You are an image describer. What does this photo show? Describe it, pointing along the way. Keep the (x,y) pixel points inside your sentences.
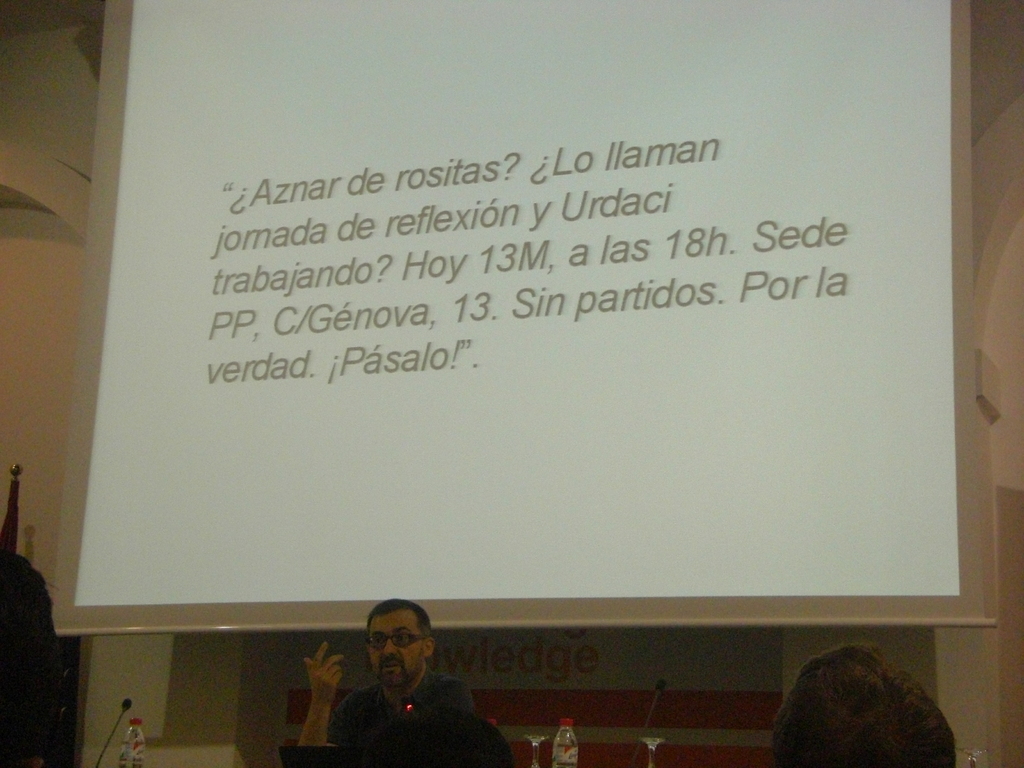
In the picture we can see a man (400,621) sitting on the chair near the desk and on the desk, we can see a laptop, water bottle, microphones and man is talking and in front of the man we can see one person (797,721) is sitting and behind them we can see a wall (32,171) with a screen (95,466) with some information (629,206) on it.
